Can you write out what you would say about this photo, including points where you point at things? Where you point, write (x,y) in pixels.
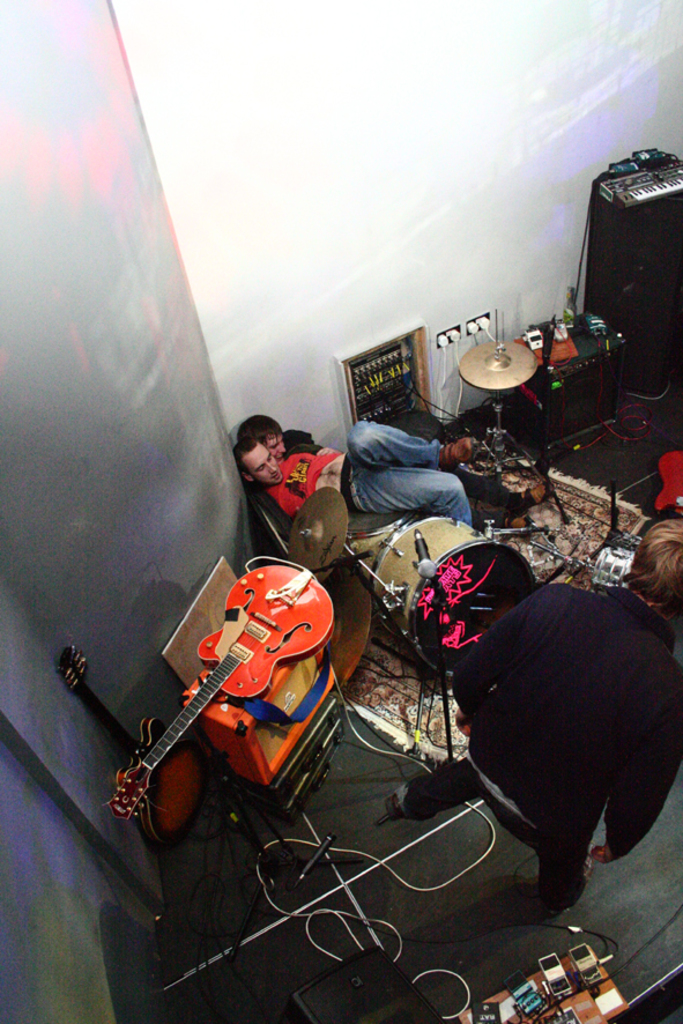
Here in the middle (319,462) we can see a couple of guys (311,471) laying and there are guitars (308,572) and drums (365,632) in front of them and there is a man (599,596) standing.
